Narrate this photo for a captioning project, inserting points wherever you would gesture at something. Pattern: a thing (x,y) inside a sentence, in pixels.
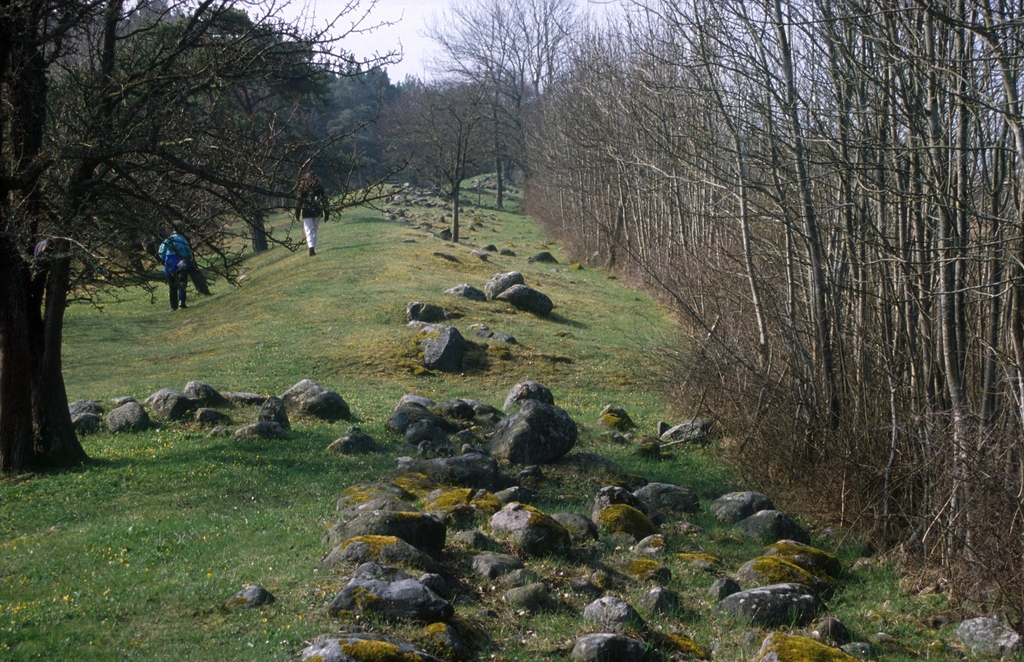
This is an outside view. Here I can see many stones (413,416) and grass (152,506) on the ground (173,547). On the right (912,376) and left side of the image (140,198) there are many trees (456,145). On the left side (174,245) there are two persons (179,263) walking on the ground (162,319) towards the back side (174,281). At the top of the image (391,49) I can see the sky (400,44).
